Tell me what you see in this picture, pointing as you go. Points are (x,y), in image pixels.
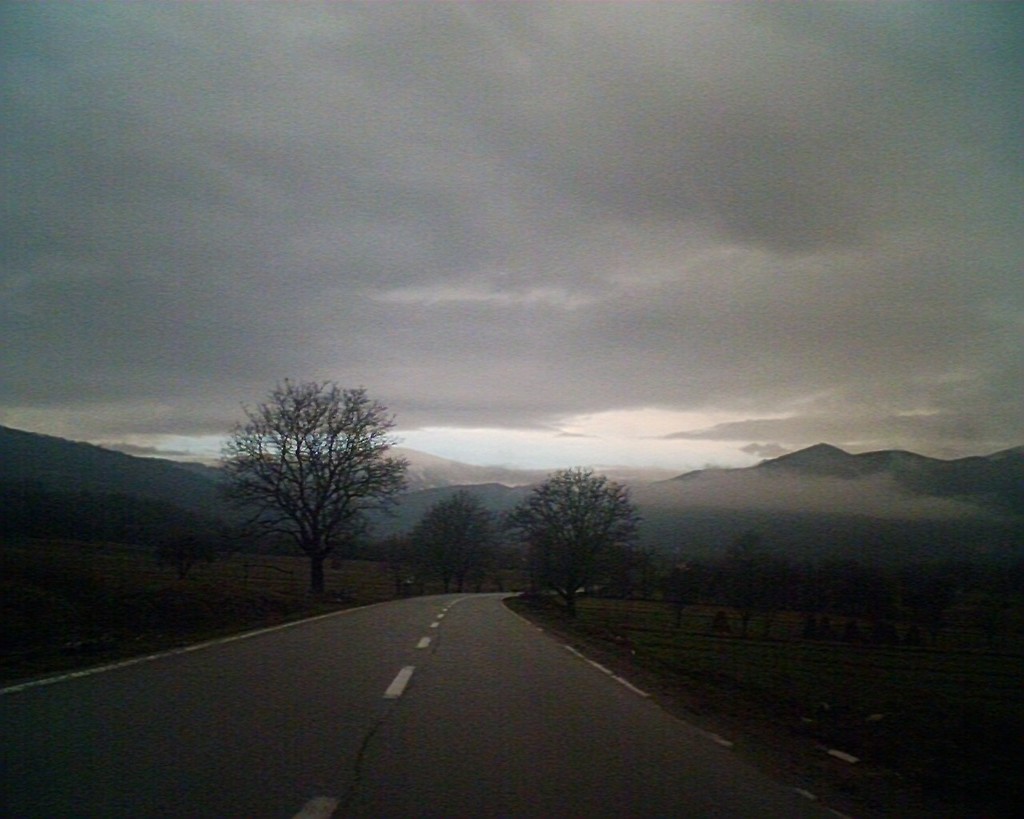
At the bottom of the picture (254,710), we see the road (391,750). On either side of the road (411,800), we see trees (318,552) and grass (872,687). There are hills (663,515) in the background (92,455). At the top of the picture (301,142), we see the sky (568,247).
